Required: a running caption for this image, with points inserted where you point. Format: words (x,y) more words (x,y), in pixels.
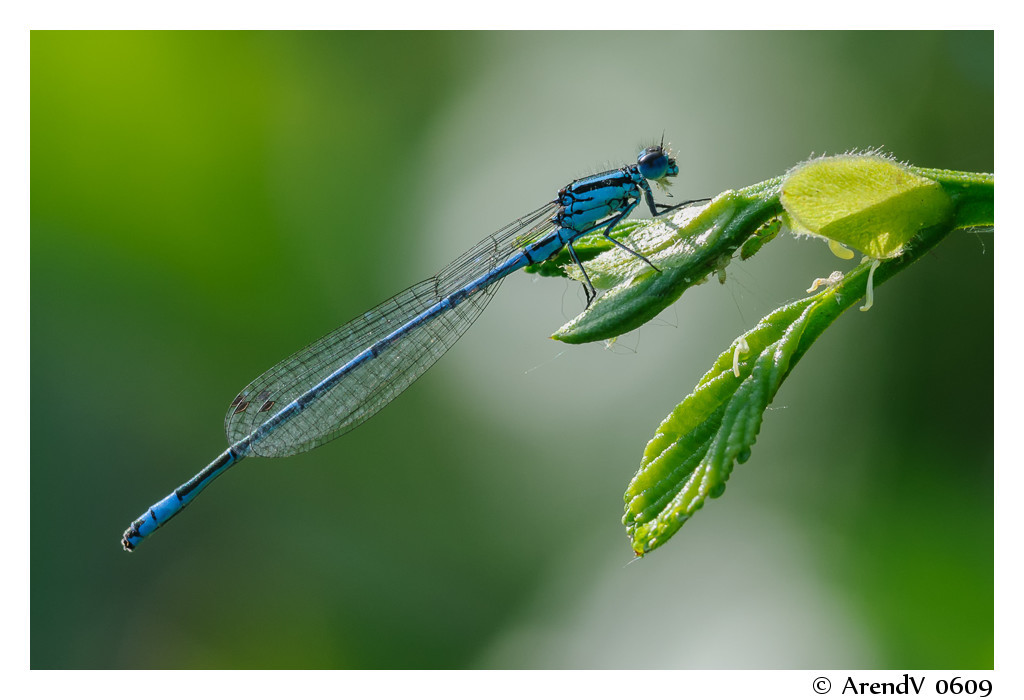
In this image I can see green colour leaves (677,223) and on it I can see a blue colour dragonfly (336,387). I can also see green colour in the background (947,109) and on the right bottom side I can see a watermark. I can also see this image is little bit blurry in the background (182,76).
